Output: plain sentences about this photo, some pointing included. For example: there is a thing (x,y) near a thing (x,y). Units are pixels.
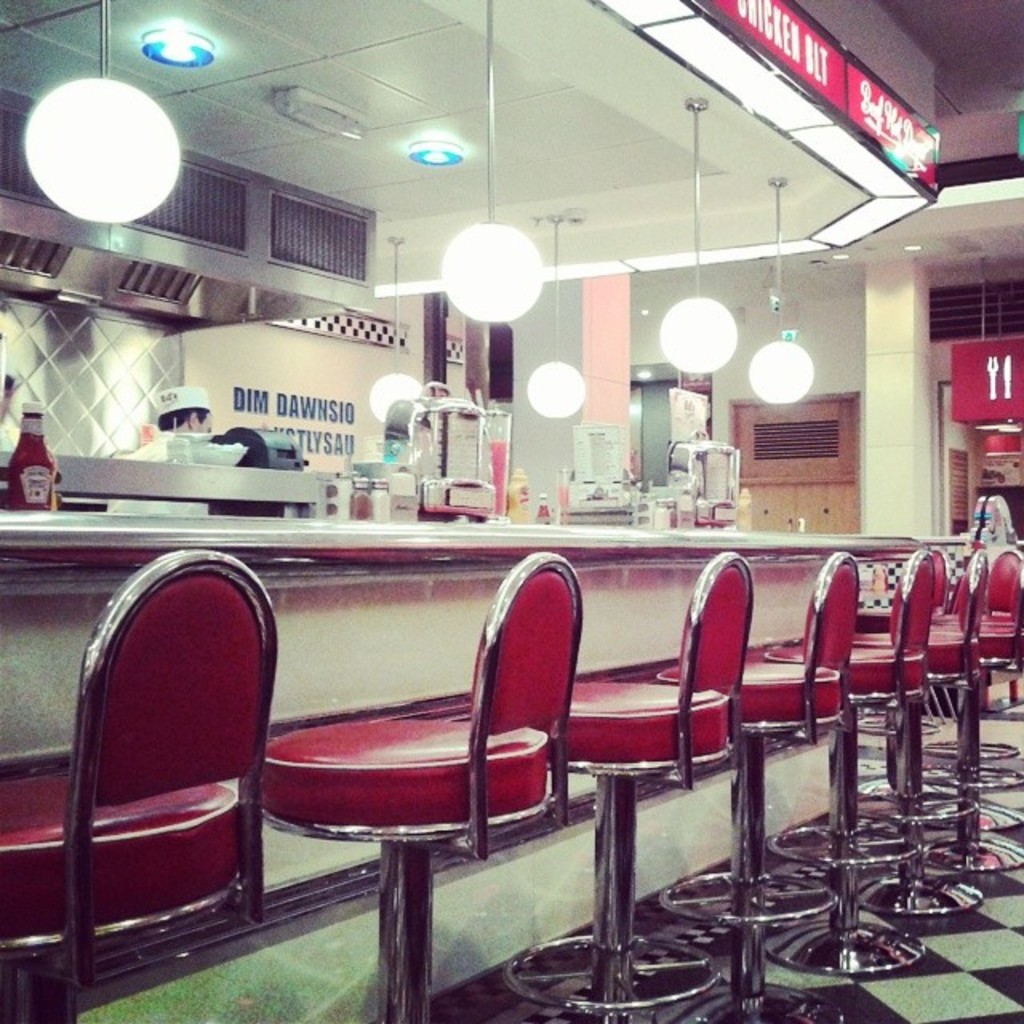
In this image I can see chairs (1004,847), cabinet (470,544) on which bottles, kitchen items (287,453) and objects (581,469) are there. In the background (349,428) I can see a person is standing on the floor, wall (339,388), pillars (898,330), board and lights (68,190) are hanged on a rooftop (431,188). This image is taken may be in a restaurant.
